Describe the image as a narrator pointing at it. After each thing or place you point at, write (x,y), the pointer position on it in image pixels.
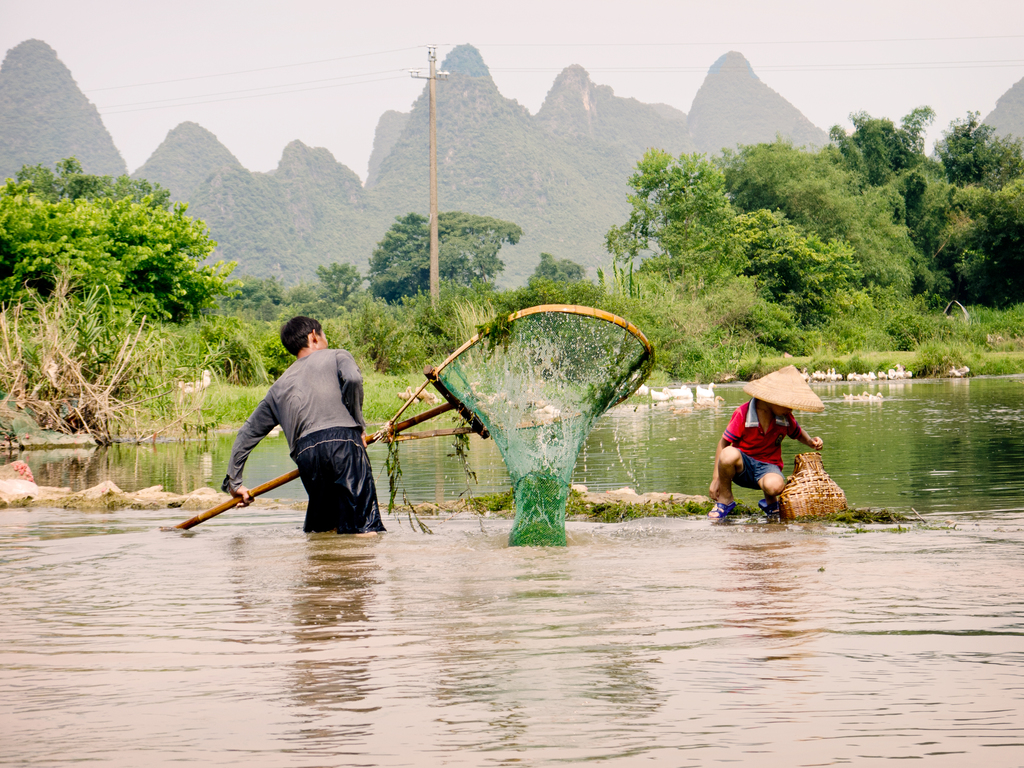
As we can see in the image there is water (591,466), two people (350,519), net (559,382), grass (365,395), trees (383,266) and current pole (435,281). On the top (333,82) there is sky (220,51).
